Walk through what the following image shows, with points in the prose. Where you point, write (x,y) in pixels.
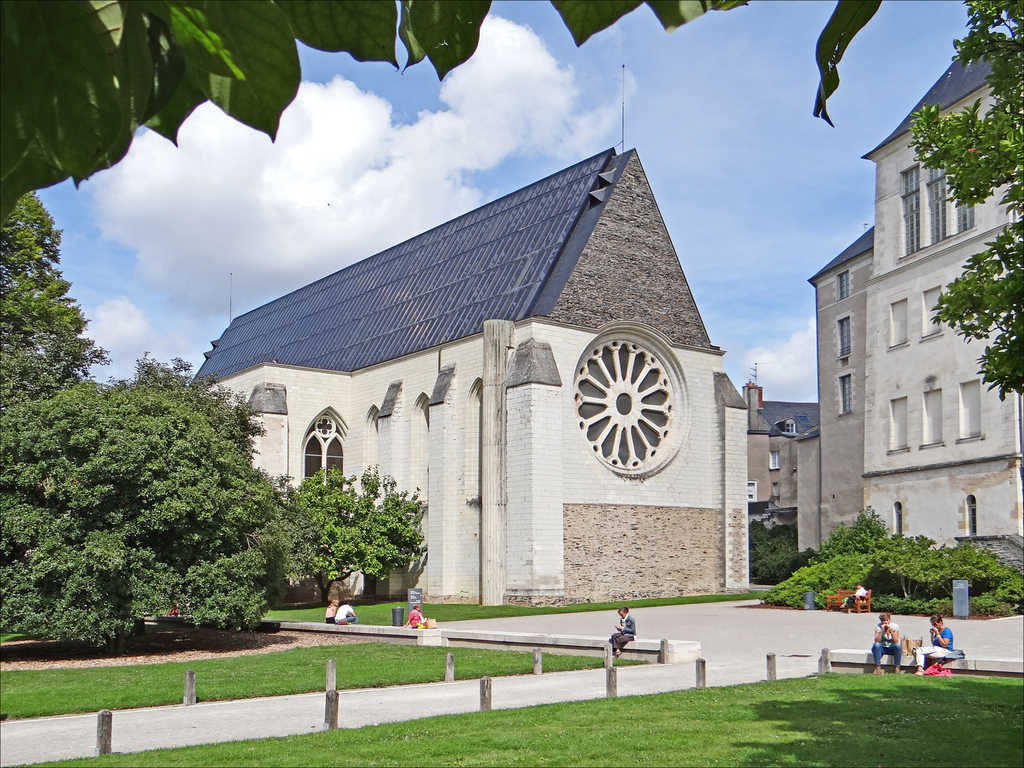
In this image we can see a few buildings (665,475), there are some trees (320,543), grass (444,607), poles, boards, windows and the people (332,599), also we can see a bench (497,641), in the background (611,136), we can see the sky (530,179) with clouds (422,197).
